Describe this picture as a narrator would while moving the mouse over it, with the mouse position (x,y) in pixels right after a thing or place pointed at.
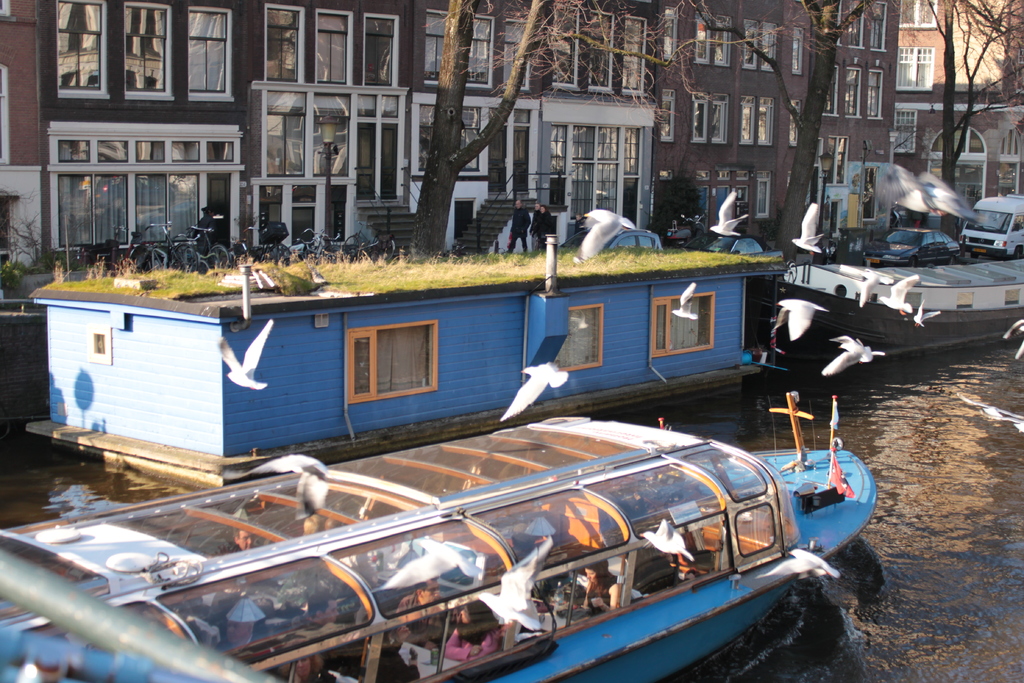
As we can see in the image there is grass (337,269), blue color boats (360,349), water (978,644), buildings (741,71), trees (569,39) and boats (547,488).
